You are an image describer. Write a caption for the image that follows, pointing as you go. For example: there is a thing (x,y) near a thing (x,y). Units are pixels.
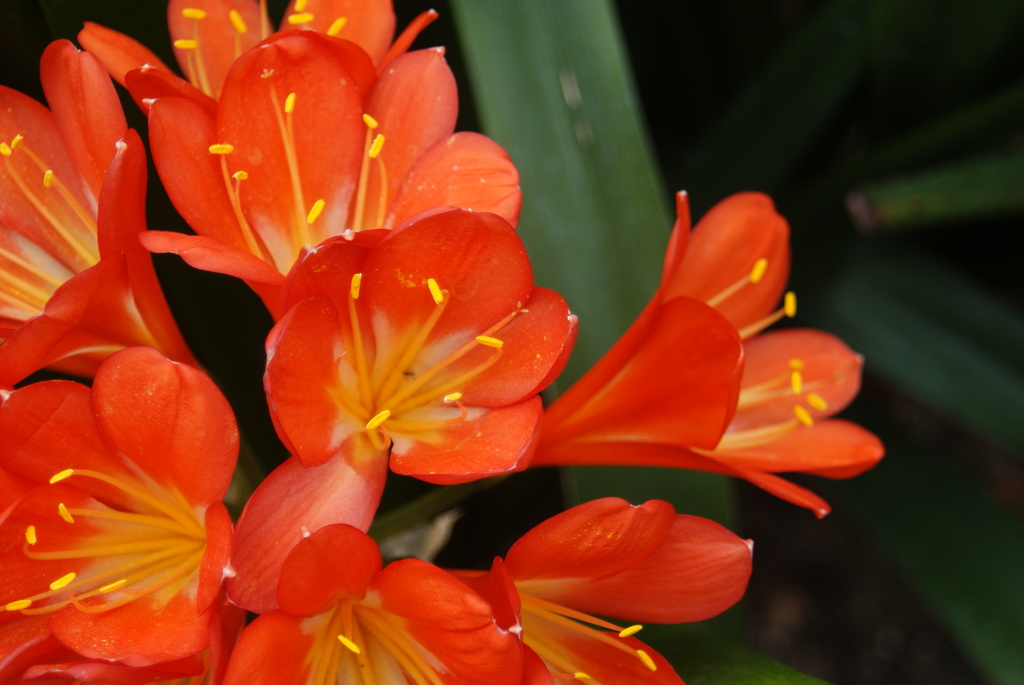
In this picture I can see number of red color flowers (295,316) and in the background (550,222) I can see the green color leaves (761,101).
